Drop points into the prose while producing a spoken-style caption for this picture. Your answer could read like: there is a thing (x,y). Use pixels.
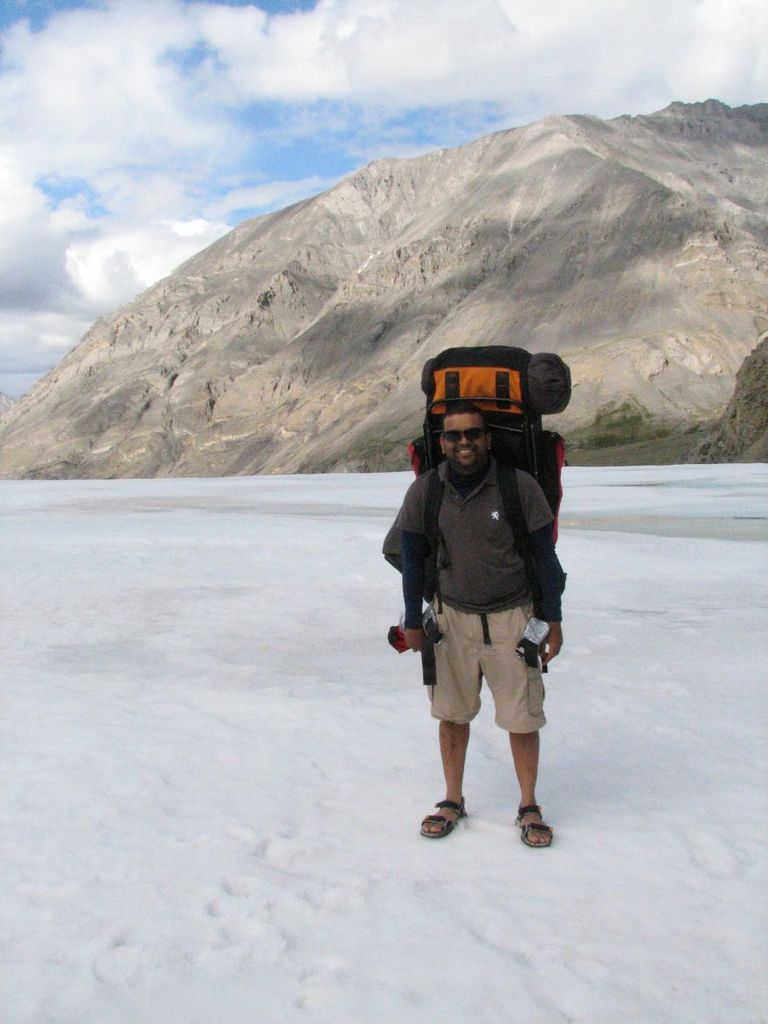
Here we see a man (444,414) standing and holding a backpack (560,455) on a mountain (497,298) covered with a snow (735,508) and we see a blue cloudy sky (291,15).
